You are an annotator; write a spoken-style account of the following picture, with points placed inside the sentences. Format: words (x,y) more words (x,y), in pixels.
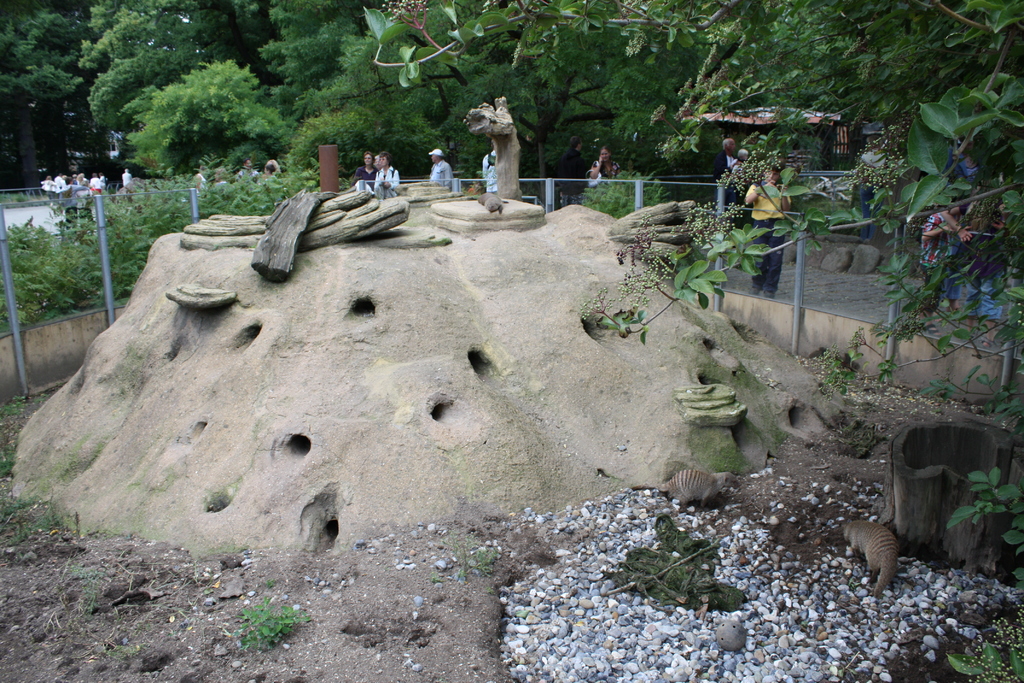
In this image we can see few animals (866,555) on the ground (919,584) and there are some stones (659,620) and there is a structure (530,355) which looks like a rock (379,430) with holes (453,406) and we can see the fence (918,354). There are some people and we can see some trees (275,71).
